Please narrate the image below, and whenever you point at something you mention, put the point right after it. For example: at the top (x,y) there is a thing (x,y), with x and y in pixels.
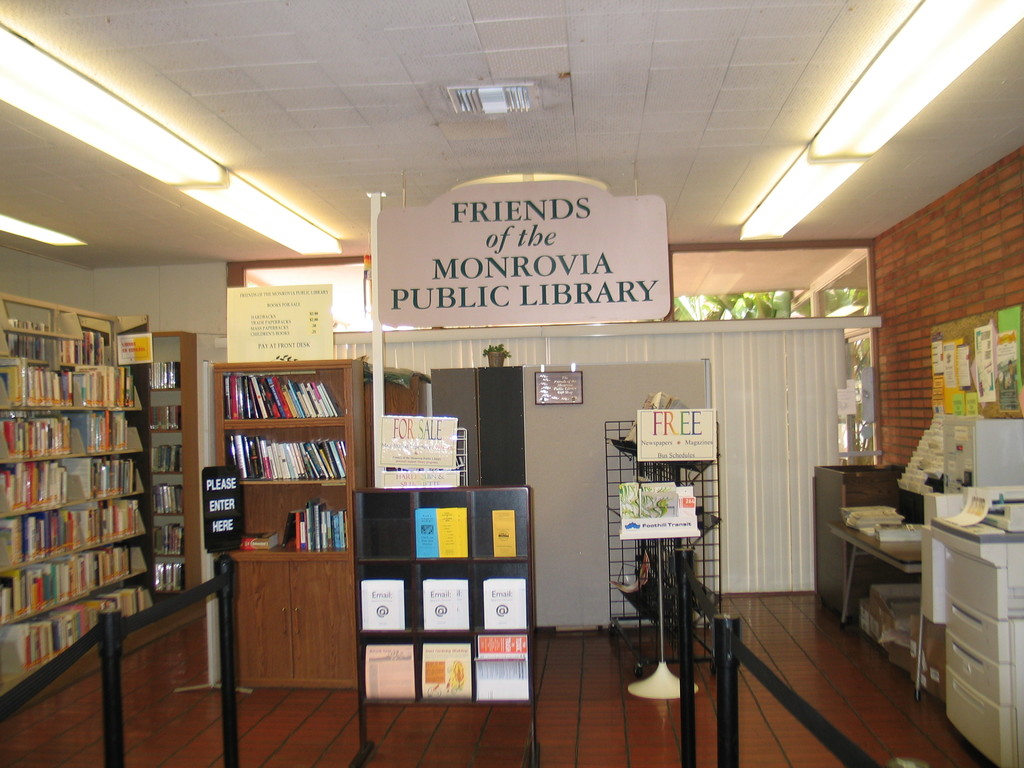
In this image we can see inside of a store (545,530). There are many books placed on the shelves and cupboards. There are many objects (963,409) placed on the wall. There are few objects (978,669) placed on the ground (753,700) at the right side of the image (971,626). There are few boards (1002,410) in the image. There are plants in the image. There are barriers (790,704) in the image.
